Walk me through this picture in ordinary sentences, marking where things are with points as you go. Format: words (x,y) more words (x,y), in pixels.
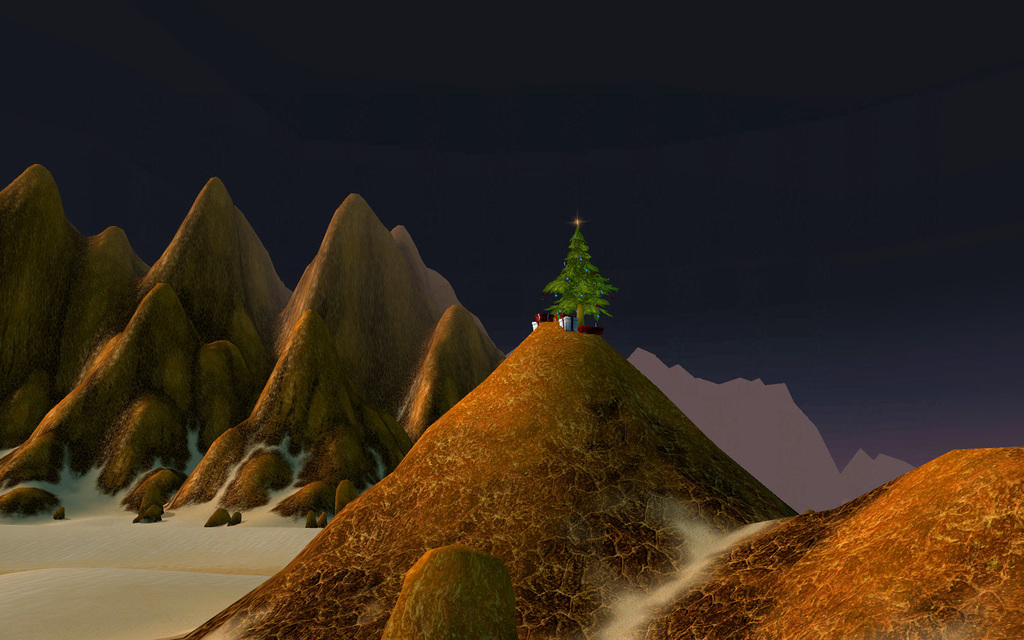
This is an animated picture and in this picture we can see mountains (384,539), stones (225,518) on the ground (261,518), Christmas tree (583,271) and some objects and the sky (583,193).
